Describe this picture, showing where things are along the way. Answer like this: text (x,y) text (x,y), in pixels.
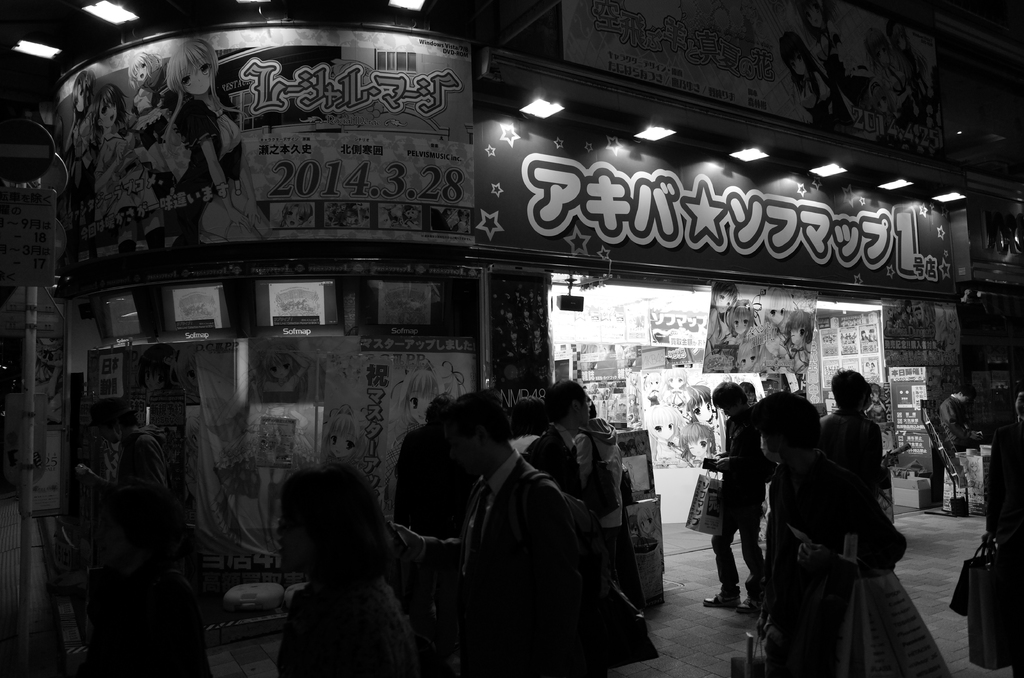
In this image there is a store (569,234) and we can see boards (660,199). At the top (52,47) there are lights (413,5). We can see people (480,541). On the left (22,311) there is a sign board (36,189). There are posters (364,425) pasted on the walls (333,311).
